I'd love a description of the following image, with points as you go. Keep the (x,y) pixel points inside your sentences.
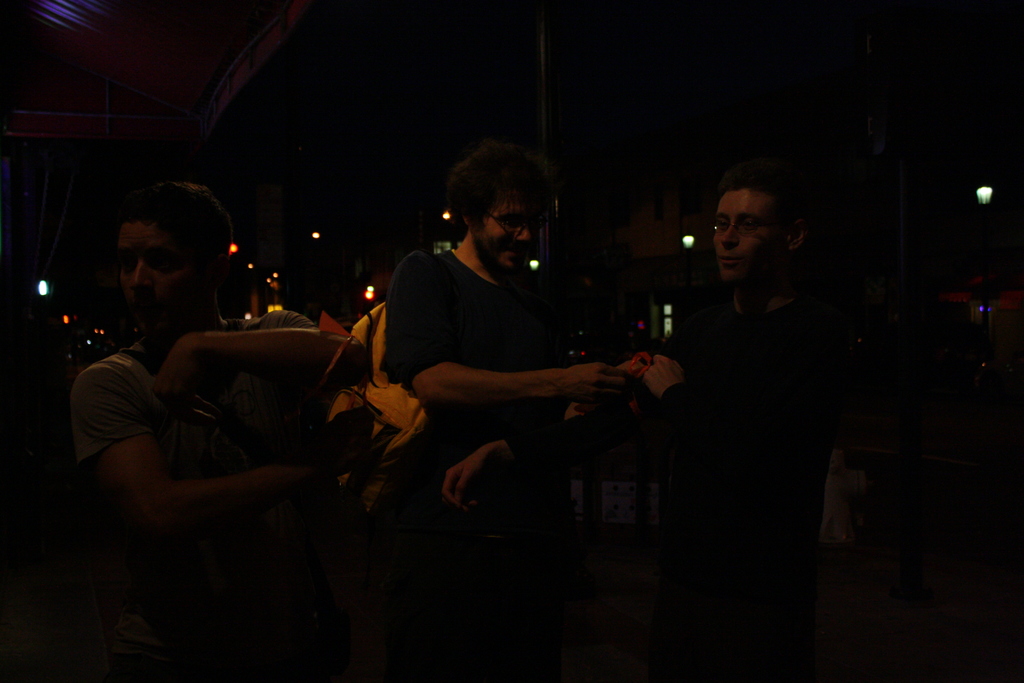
In this image, we can see three persons (325,366) wearing clothes (104,389). There is a person (407,273) in the middle of the image (502,303) wearing a bag (403,416) which is colored yellow.
